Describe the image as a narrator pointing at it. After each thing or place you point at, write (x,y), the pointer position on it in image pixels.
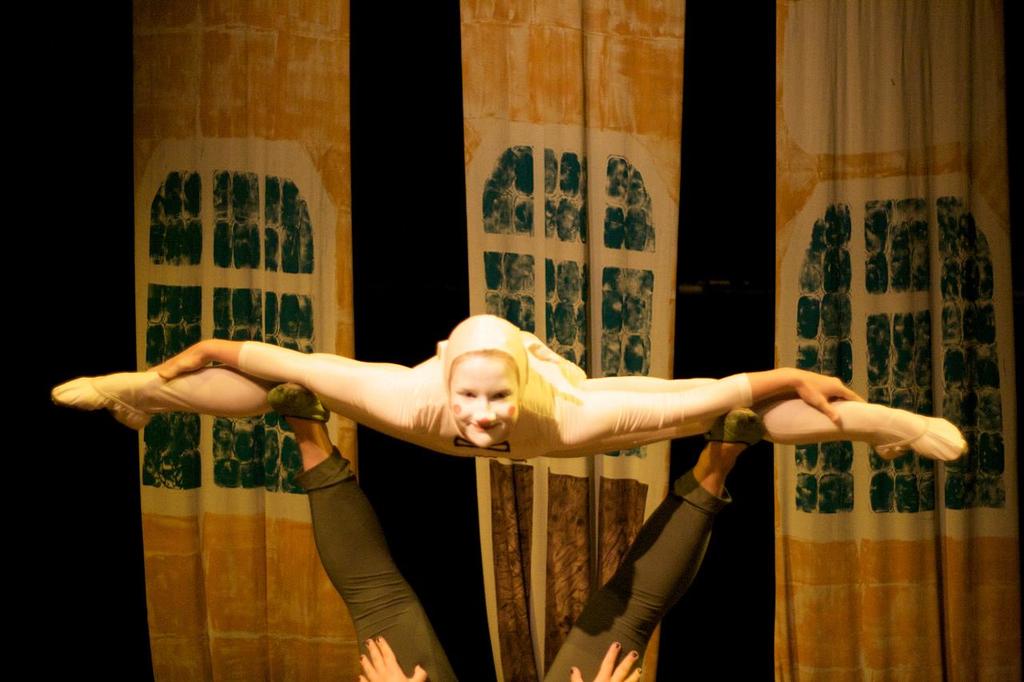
In this image we can see the two persons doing the gymnastics, there are some curtains (477,268) and the background (707,96) is dark.
